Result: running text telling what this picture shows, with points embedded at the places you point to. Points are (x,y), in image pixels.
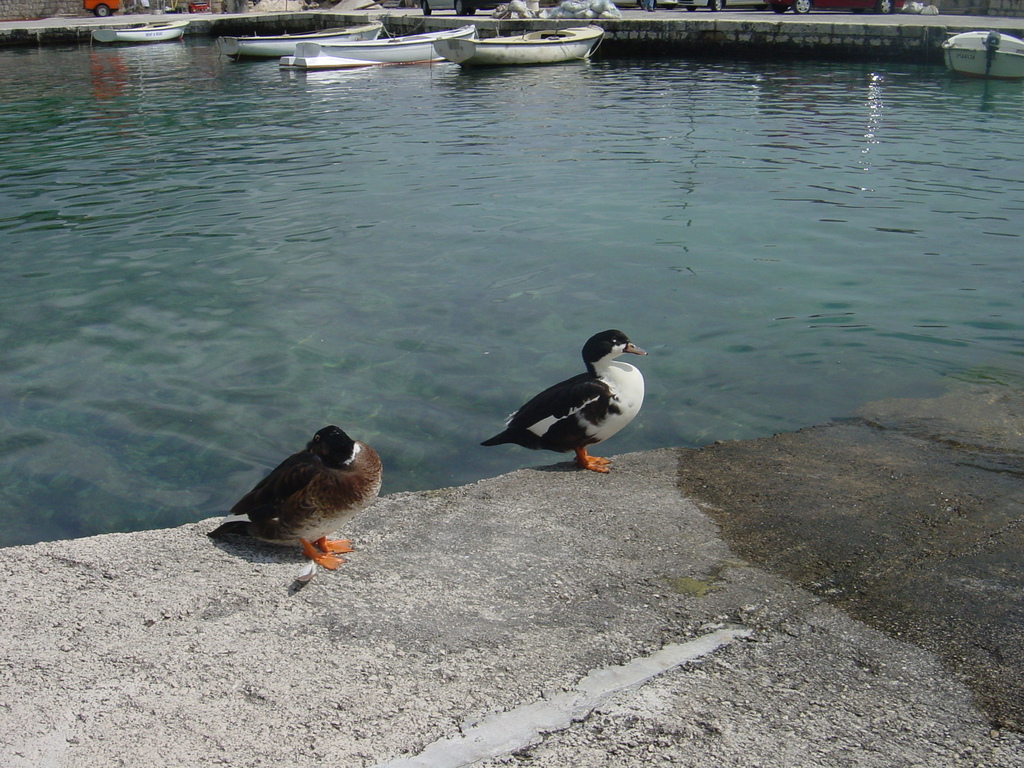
In this image there are two birds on the platform (681,588). Behind them there are boats (236,42) in the water (620,192). In the background of the image (619,9) there are a few objects (605,16) on the road (717,17). There are vehicles (633,1).
